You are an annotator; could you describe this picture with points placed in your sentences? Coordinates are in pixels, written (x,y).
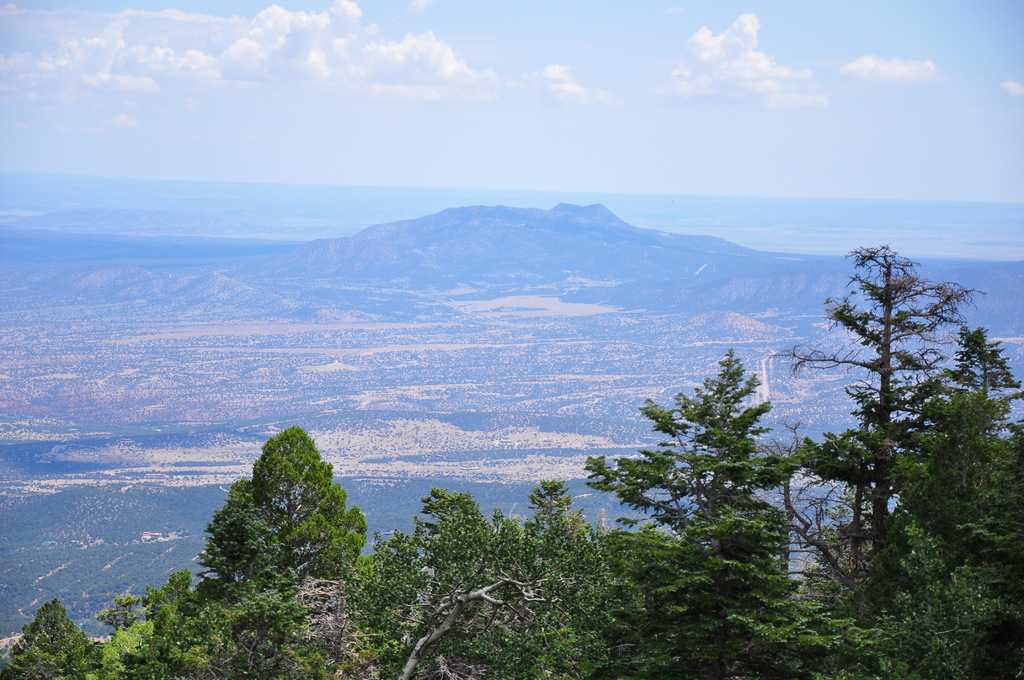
At the bottom of the image (485,588) there are some trees (321,603). In the middle of the image (545,234) there is a mountain (526,222). At the top of the image (619,24) I can see the sky (507,29) and clouds (298,43).
